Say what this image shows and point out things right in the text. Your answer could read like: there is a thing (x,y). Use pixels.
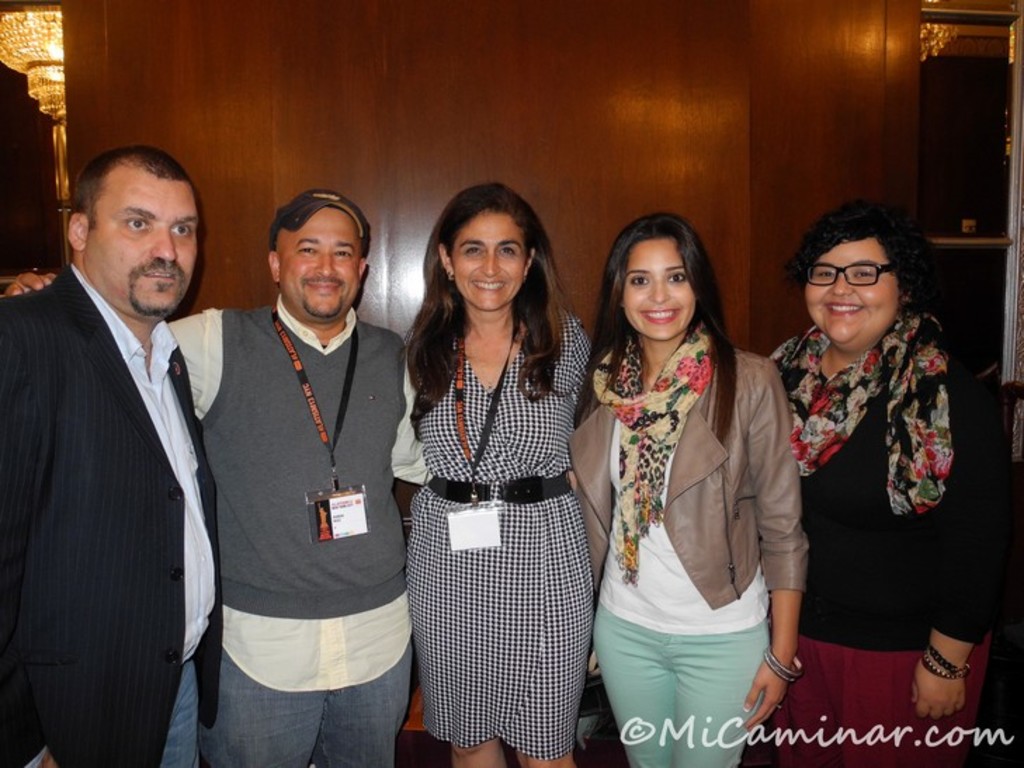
There is a group of people (440,407) standing as we can see at the bottom of this image (725,581) and there is a wooden wall (308,151) in the background (556,154). There is a light (49,37) in the top left corner of this image (56,118).
